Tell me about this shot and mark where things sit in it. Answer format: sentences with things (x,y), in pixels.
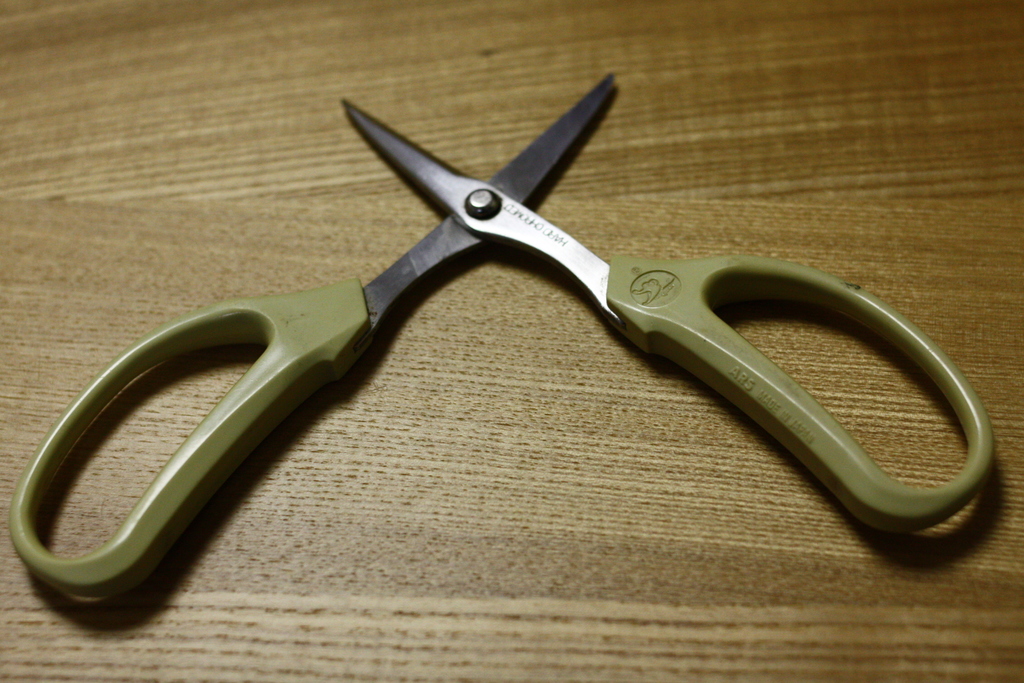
On this wooden surface (381,232) we can see scissors (661,271).
